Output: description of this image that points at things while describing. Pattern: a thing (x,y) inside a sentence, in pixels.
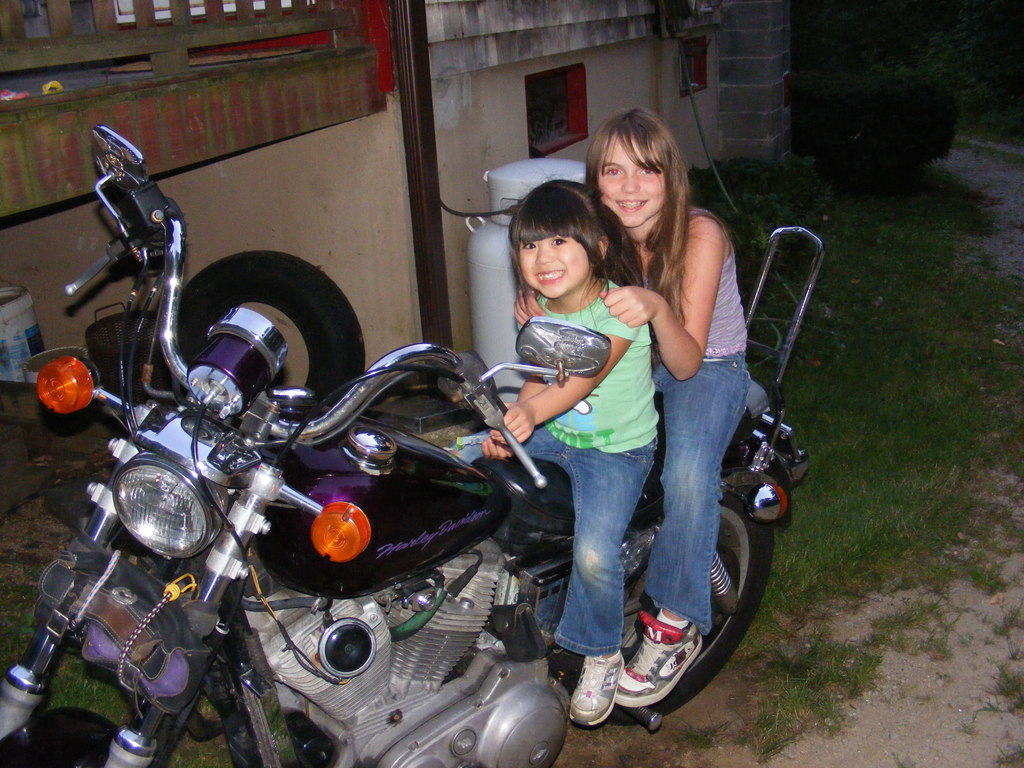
The picture consists of a bike (472,533) on which two girls (603,376) sit on it and floor (844,618) is of grass (929,317), on left side (261,191) there is wall (355,145).
